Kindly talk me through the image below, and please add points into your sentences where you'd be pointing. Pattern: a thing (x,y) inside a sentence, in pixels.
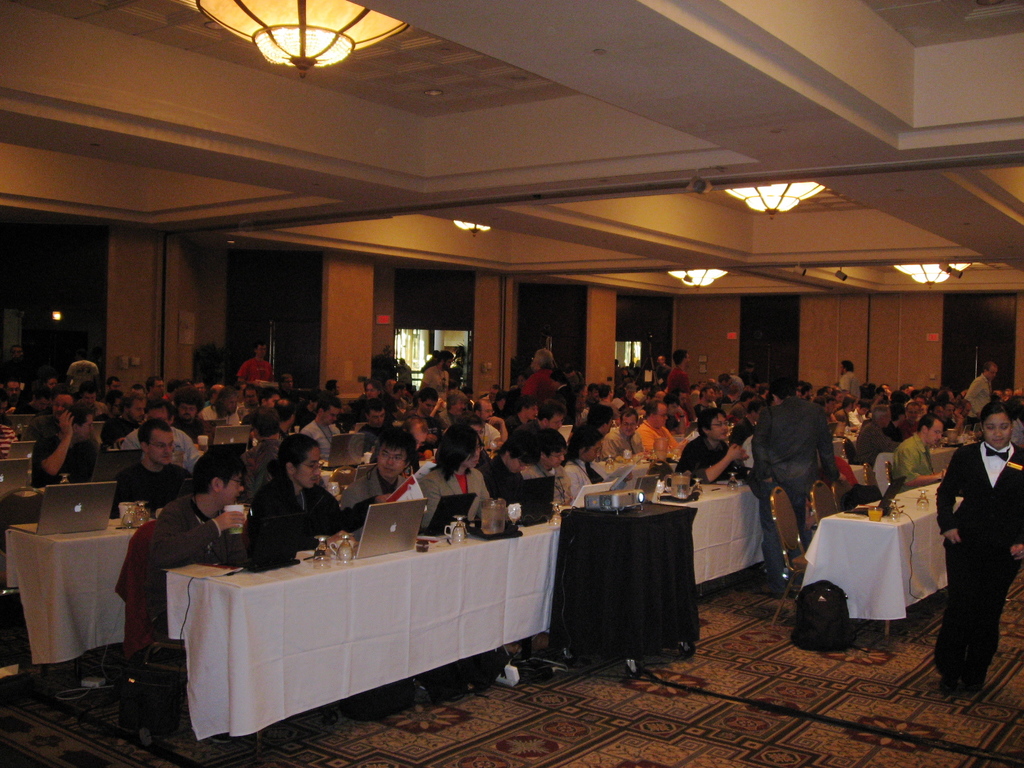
In this image we can see many people (547,464). There are many objects (682,478) on the tables (856,590). There are few lamps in the image. There are few objects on the walls (700,314).
